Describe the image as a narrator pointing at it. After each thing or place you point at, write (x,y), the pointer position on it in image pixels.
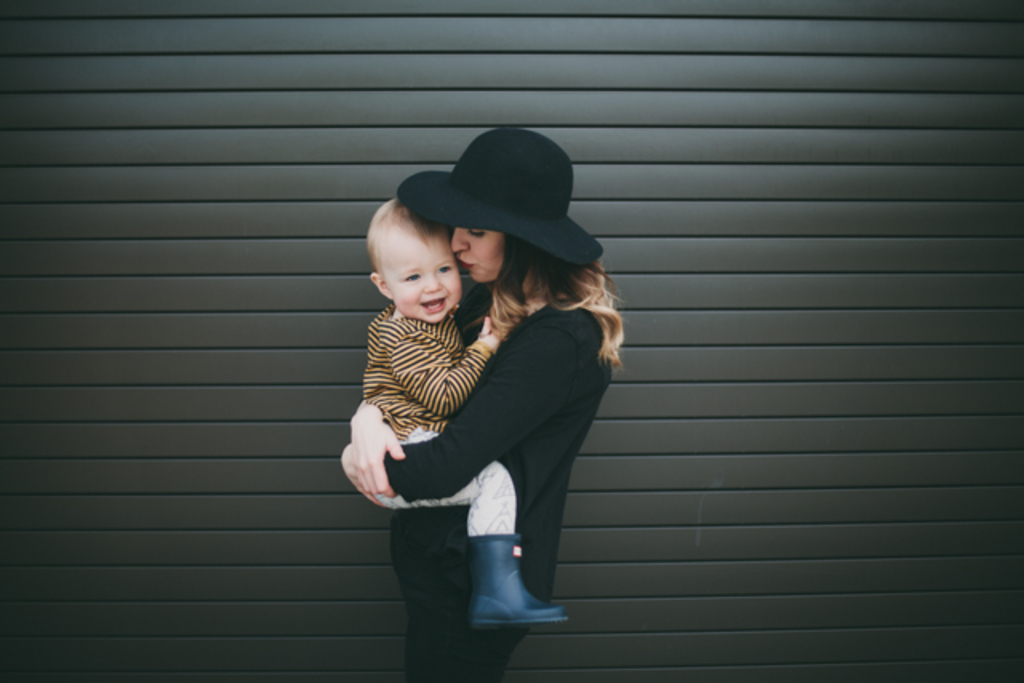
In this picture we can see a woman (527,343) wearing a hat (545,195) and carrying a baby (429,378) in her hands (353,481). This baby (433,436) is smiling. Background (339,346) is brown in color.
